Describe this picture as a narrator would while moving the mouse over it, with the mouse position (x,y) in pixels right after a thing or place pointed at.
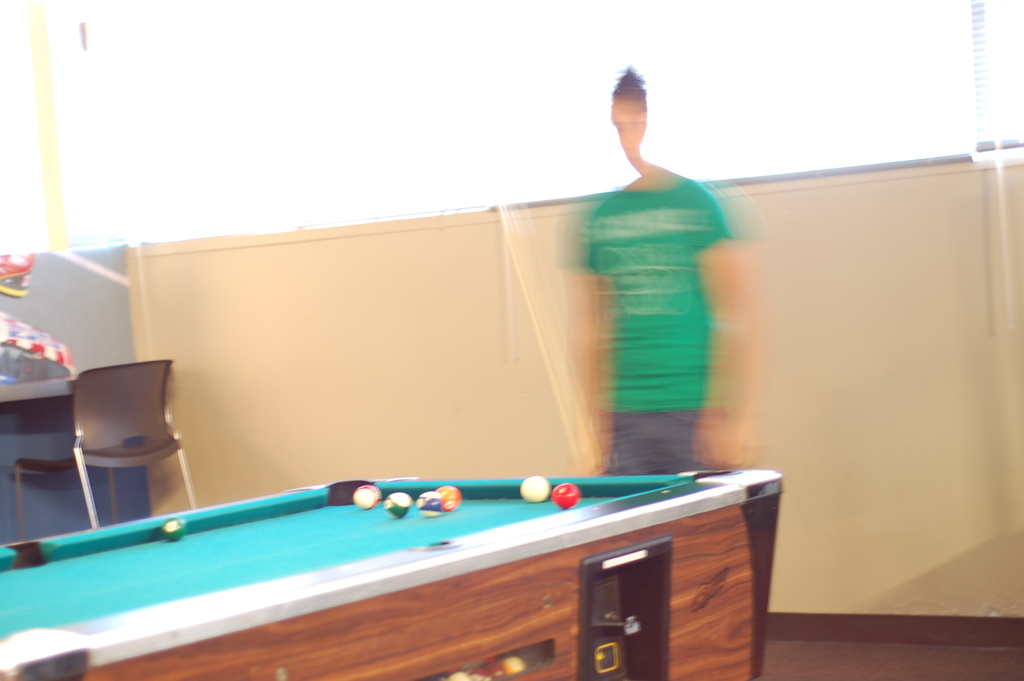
In this picture, There is a table (545,565) which is in brown color on that table (420,556) there are some balls (371,501), In the background (387,383) there is a wall (535,343) in yellow color and there is a man (651,351) standing.
